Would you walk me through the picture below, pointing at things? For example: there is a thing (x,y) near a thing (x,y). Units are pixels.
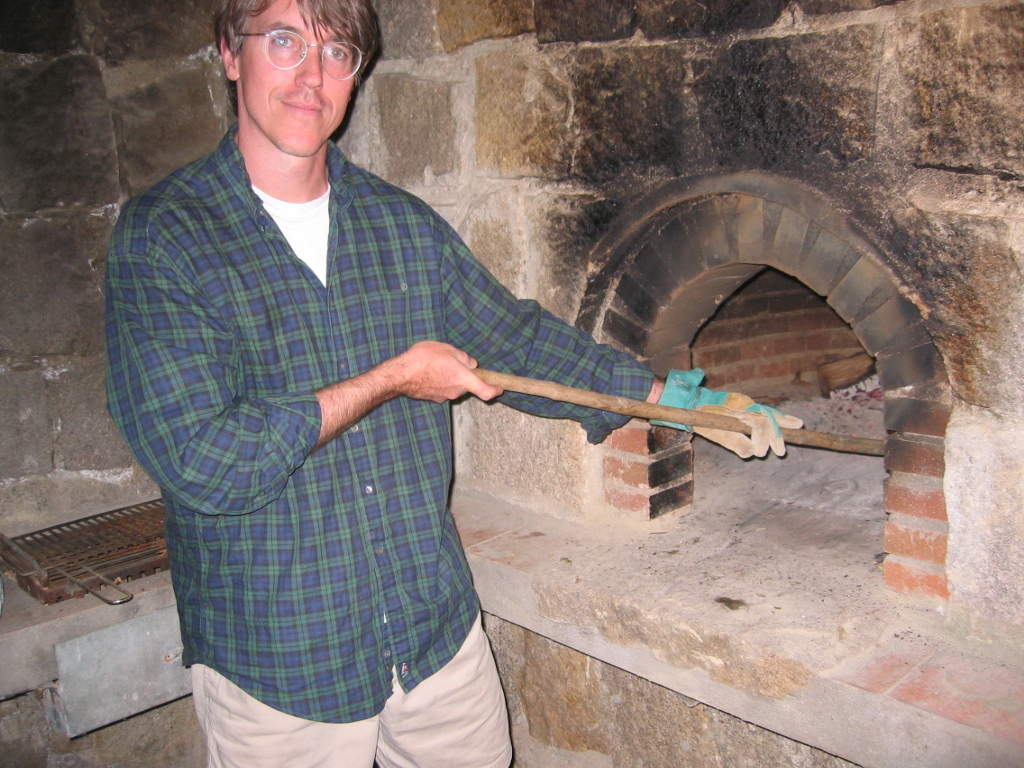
In this image there is one person (373,433) standing and holding a stick (617,409) on the left side of this image (321,374) and there is a wall (473,202) in the background (769,136). There is one object (121,546) kept on the left side of this image (117,542).
